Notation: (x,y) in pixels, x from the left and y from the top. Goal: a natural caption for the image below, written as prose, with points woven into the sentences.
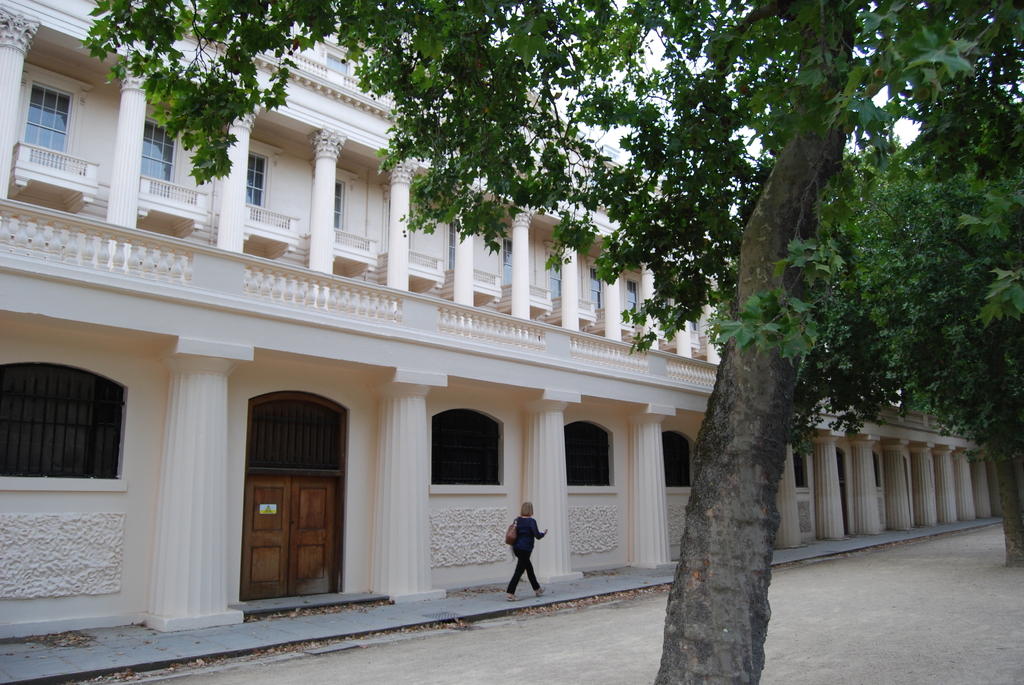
In this image we can see the building (507,343) and also trees (778,340). We can also see a woman (531,534) wearing the handbag (515,539) and walking on the path (531,590). We can also see the land (974,604) and dried leaves (314,642).
